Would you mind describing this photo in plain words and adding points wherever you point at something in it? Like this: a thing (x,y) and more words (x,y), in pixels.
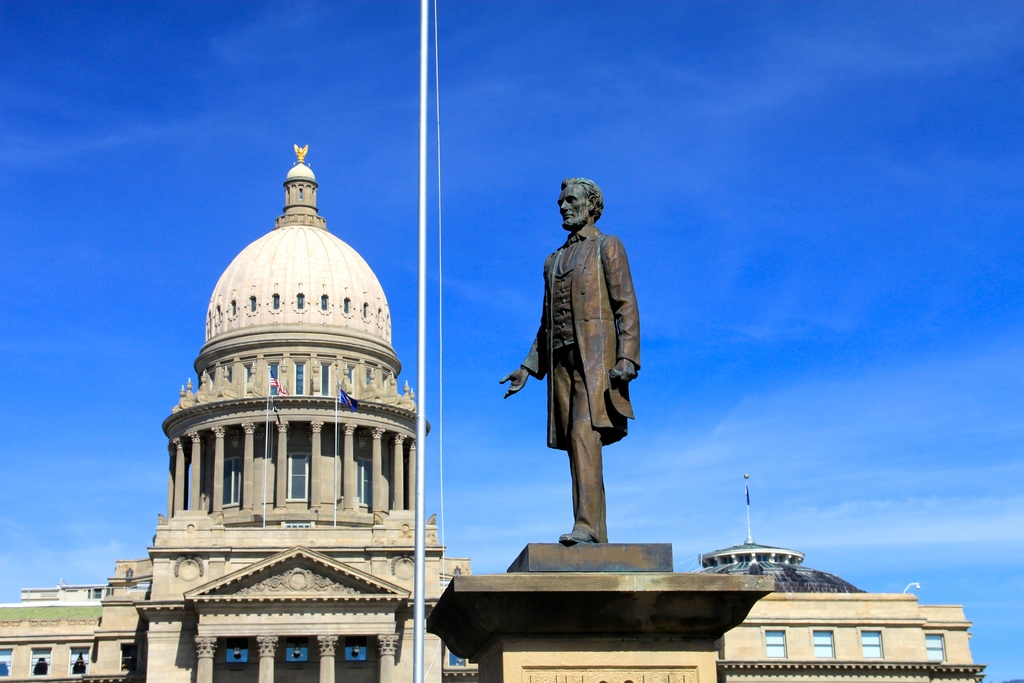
As we can see in the image there is a building (278,533), statue (573,272) and a sky (240,219).
